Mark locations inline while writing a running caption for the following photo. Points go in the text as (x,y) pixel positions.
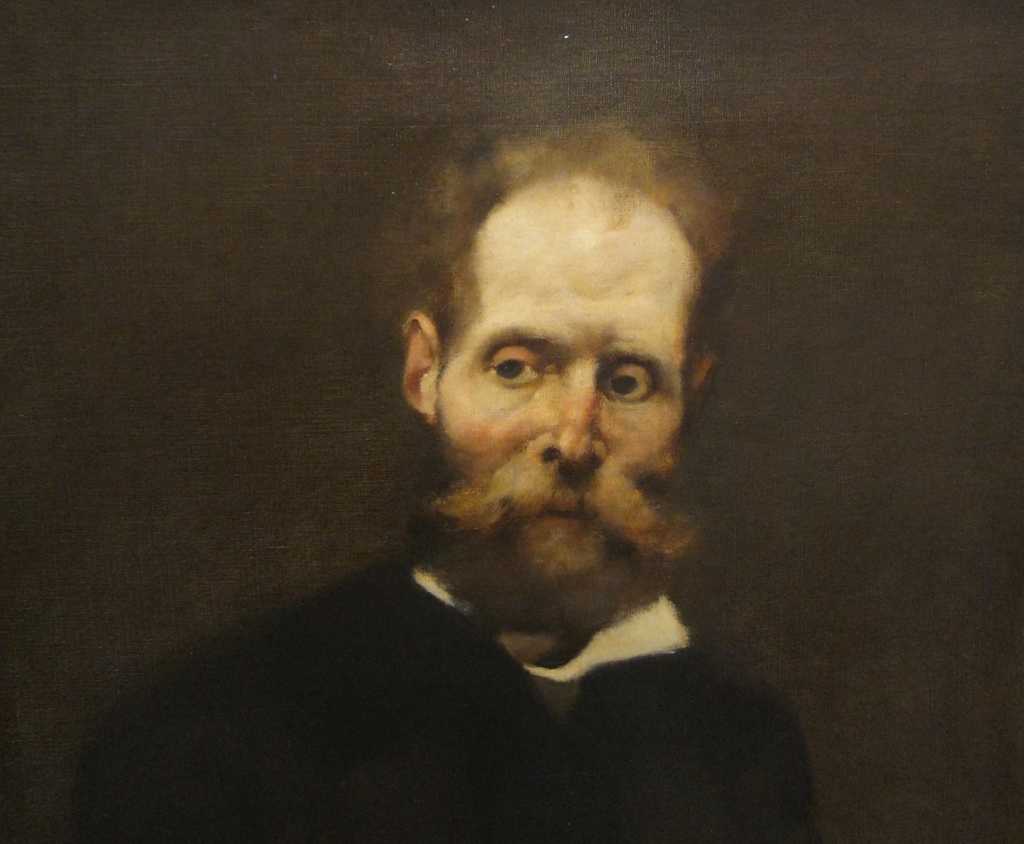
In this image we can see a person (560,508). In the background of the image (950,224) there is a dark background (949,130).
